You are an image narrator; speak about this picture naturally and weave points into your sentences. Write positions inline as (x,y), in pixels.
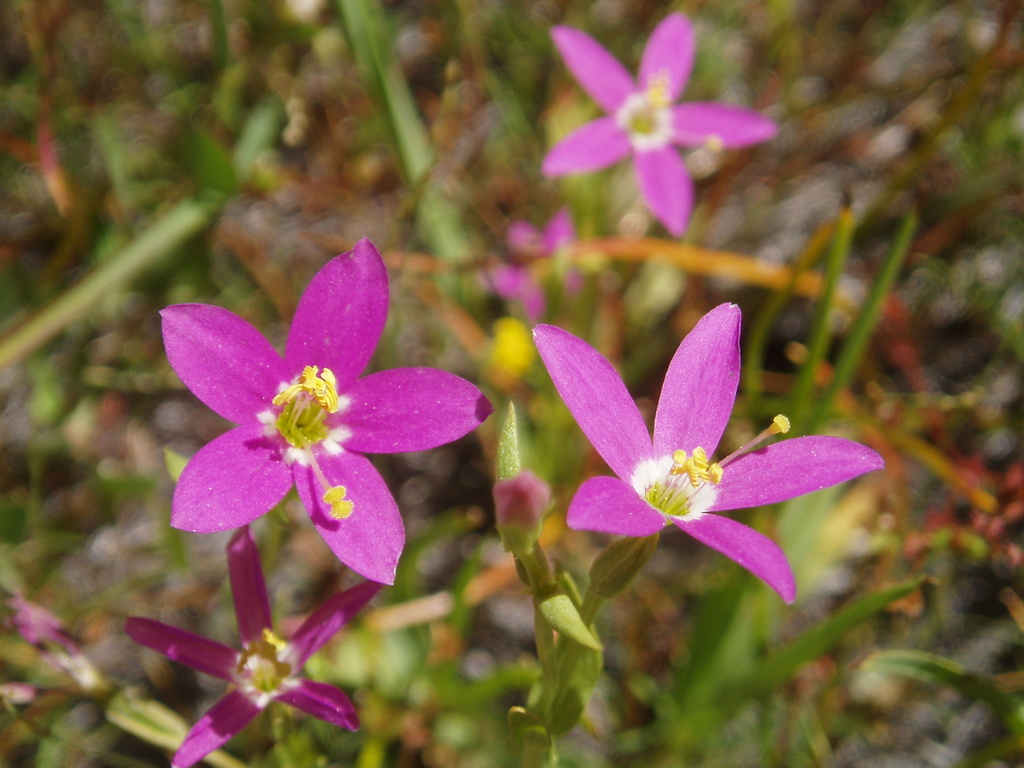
In this image we can see some plants (550,410), flowers (488,416) and buds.
